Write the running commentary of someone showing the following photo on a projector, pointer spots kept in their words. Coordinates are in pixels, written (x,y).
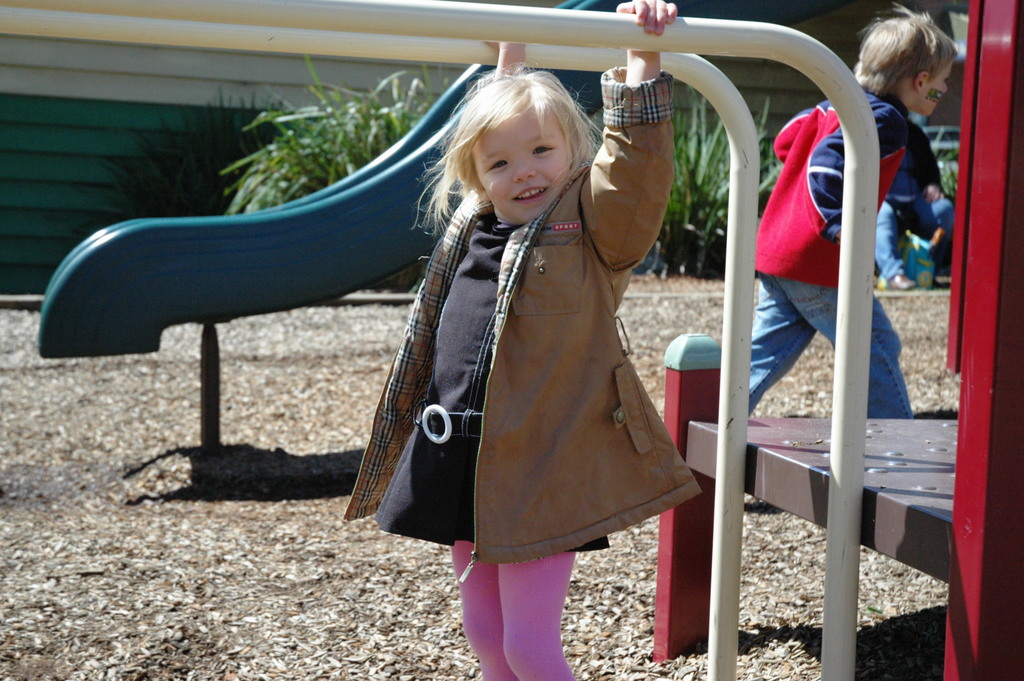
In this picture there is a kid (468,336) wearing jacket (503,343) is standing and holding iron poles (561,37) above her and there is another kid (885,114) in the right corner (867,90) and there are some other objects (441,103) and plants (415,83) in the background (450,121).
